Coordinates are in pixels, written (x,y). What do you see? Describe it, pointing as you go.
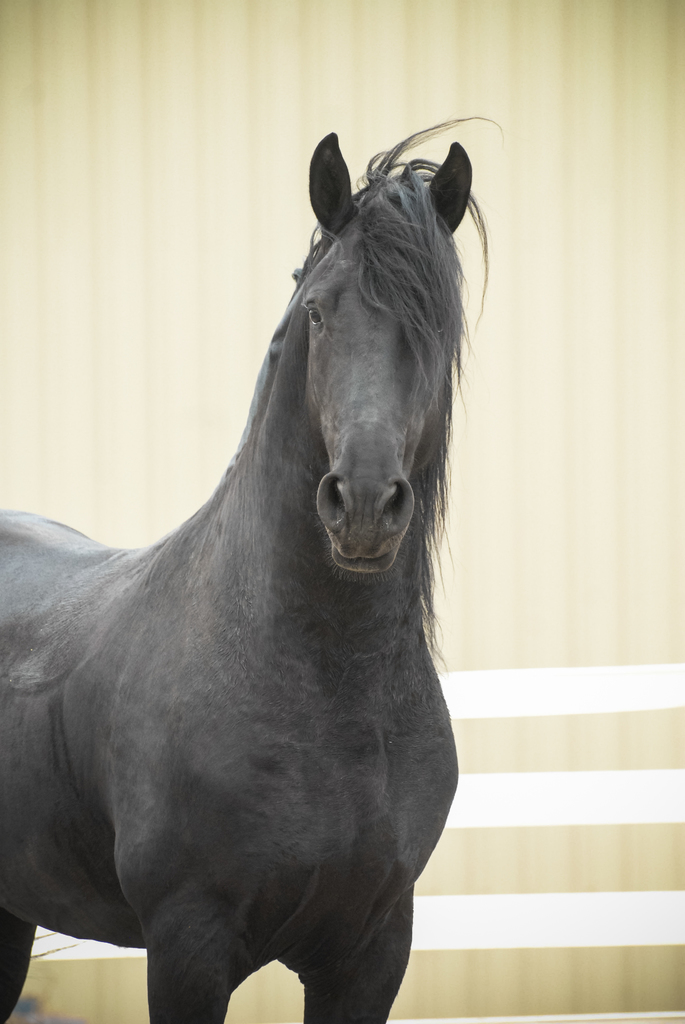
In this image I can see an animal (142,715) which is in black color. In the background (229,250) I can see the cream and white color wall (611,13).
